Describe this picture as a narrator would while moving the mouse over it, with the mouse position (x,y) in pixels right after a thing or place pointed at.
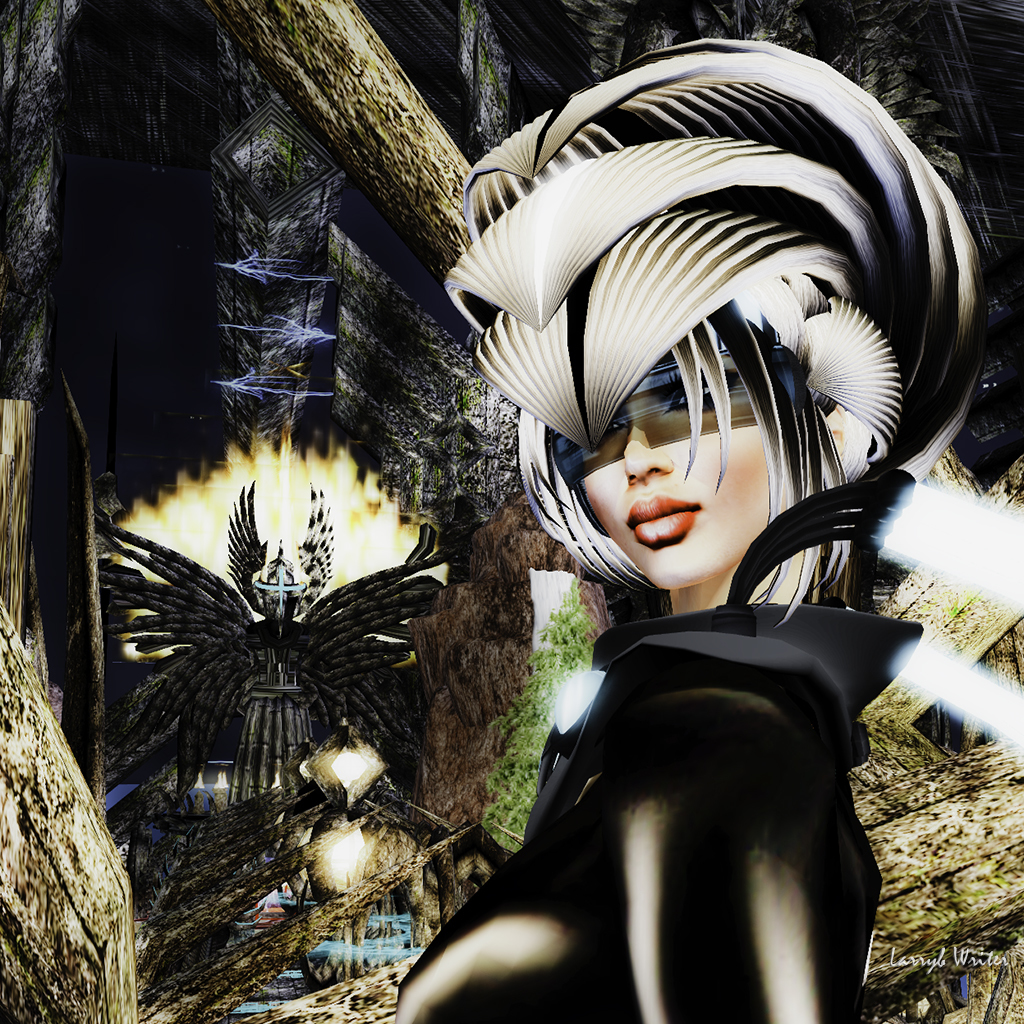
This is an animated image. On the right (723,444) there is a person (688,721) seems to be standing. In the background (338,48) we can see the wooden objects (380,86) and many other objects (384,667).
